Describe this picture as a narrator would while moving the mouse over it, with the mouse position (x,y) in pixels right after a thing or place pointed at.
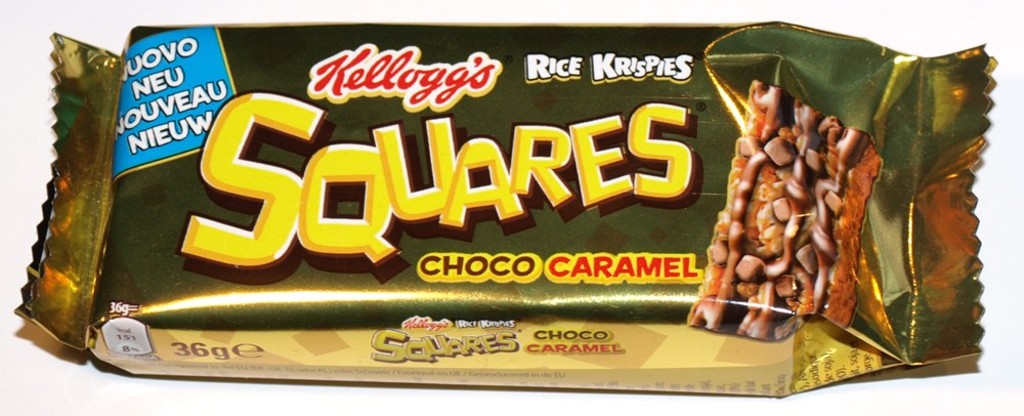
In this picture we can see a chocolate packet (628,160), there is some text (429,65) and picture of a chocolate (788,205) on this packet (536,159), we can see a white color background (29,23).
